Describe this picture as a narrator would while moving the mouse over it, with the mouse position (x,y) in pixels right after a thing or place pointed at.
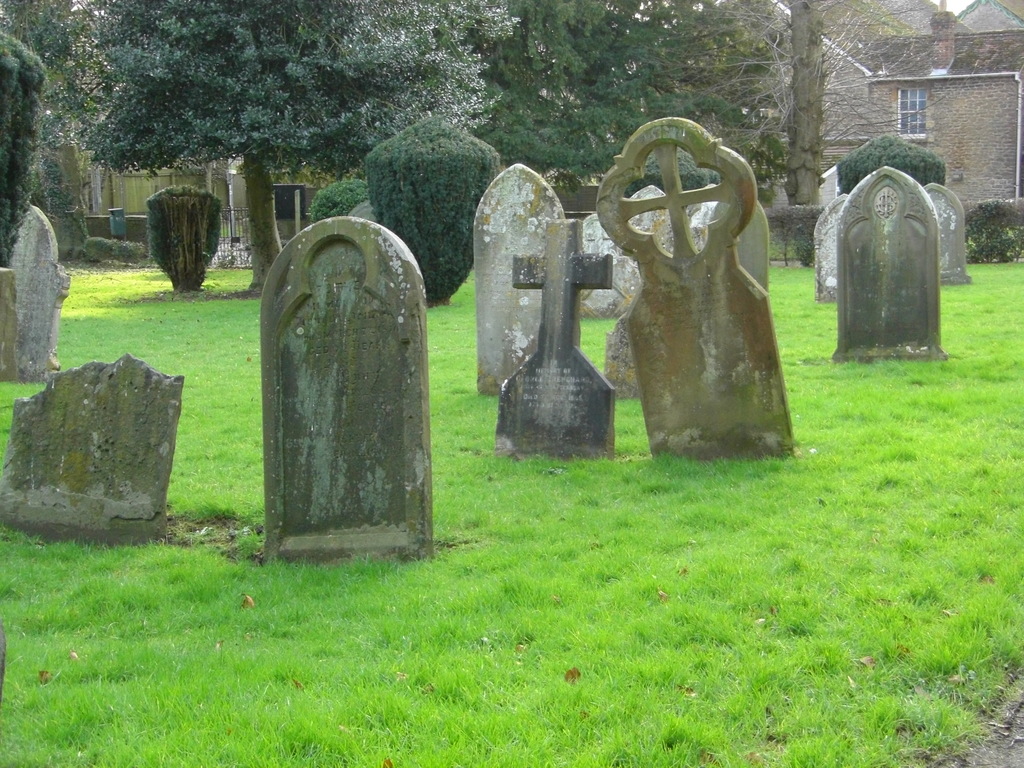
In this image, there are a few graves (863,228), houses (949,111), plants (394,196), trees (329,52). We can see the ground (620,582) with some grass (748,556).
